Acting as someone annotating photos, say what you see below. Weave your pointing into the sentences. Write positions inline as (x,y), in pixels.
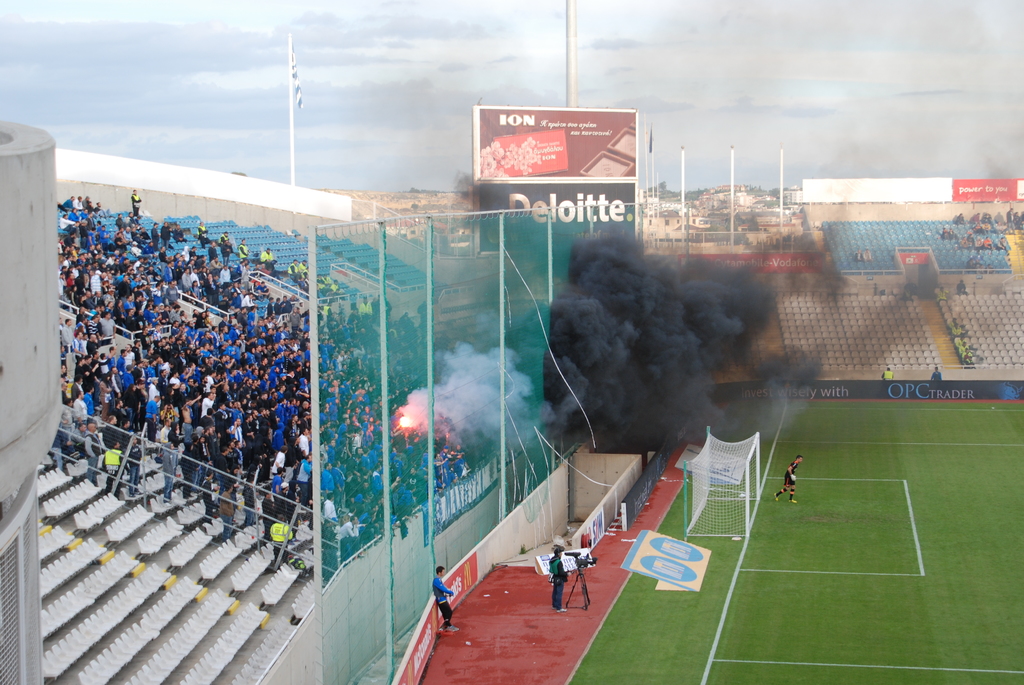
This picture might be taken in a stadium (526,481), in this picture on the left side (311,419) there are some people (221,439) who are standing and also there are some chairs (249,587) and at the bottom (747,624) there is ground (672,536) and some players (786,479) and one person (554,574) is holding a camera (581,568) and in the center (582,380) there is a fog (435,401) and light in the background (875,340) there are some houses (709,207) poles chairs (826,310) and some people (944,231) are sitting on the top of the image (373,90) there is sky (317,119).
